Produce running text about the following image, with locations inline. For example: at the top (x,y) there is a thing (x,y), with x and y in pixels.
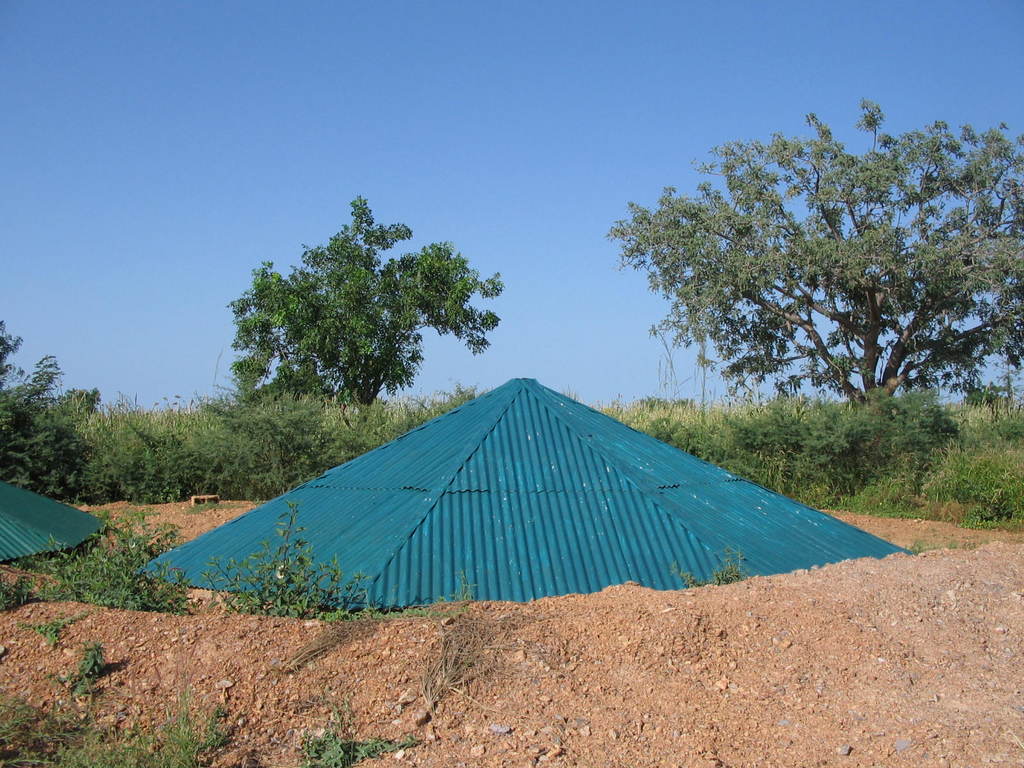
In front of the image there are some objects (406,455), behind them there are plants (419,412) and trees (702,238).
